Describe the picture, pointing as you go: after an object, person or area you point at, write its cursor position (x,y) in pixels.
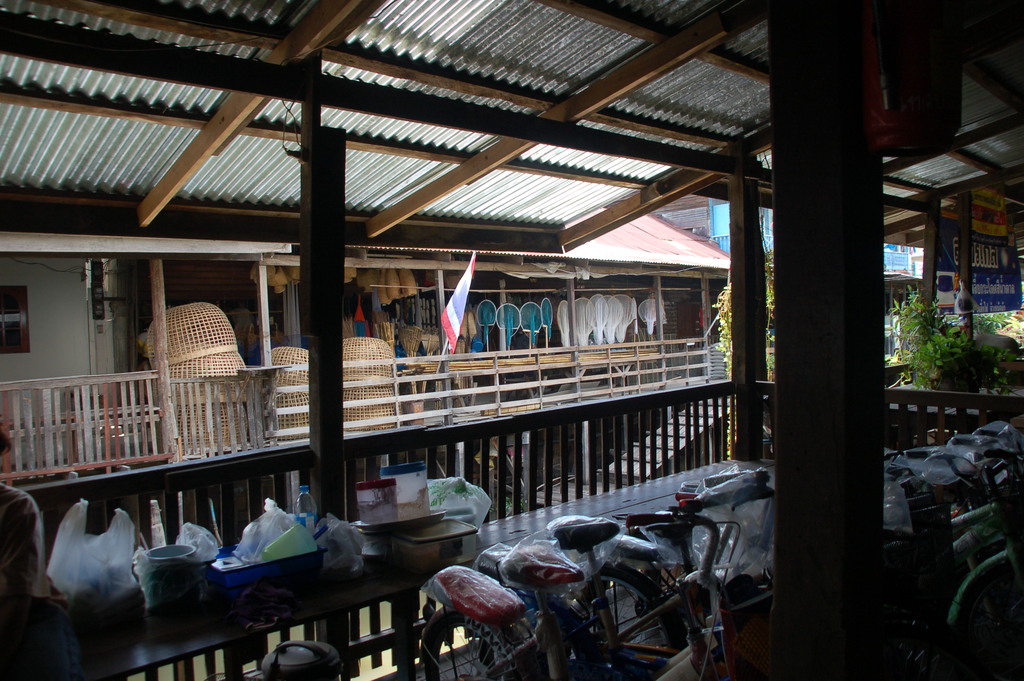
In this picture I can see few bicycles (542,642) and few houses (121,395) and I can see plants (951,372), baskets (236,346) and few nets (534,324) and I can see few plastic containers (421,539), trays (400,532) and carry bags (353,560) on the table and I can see a flag (459,310).
